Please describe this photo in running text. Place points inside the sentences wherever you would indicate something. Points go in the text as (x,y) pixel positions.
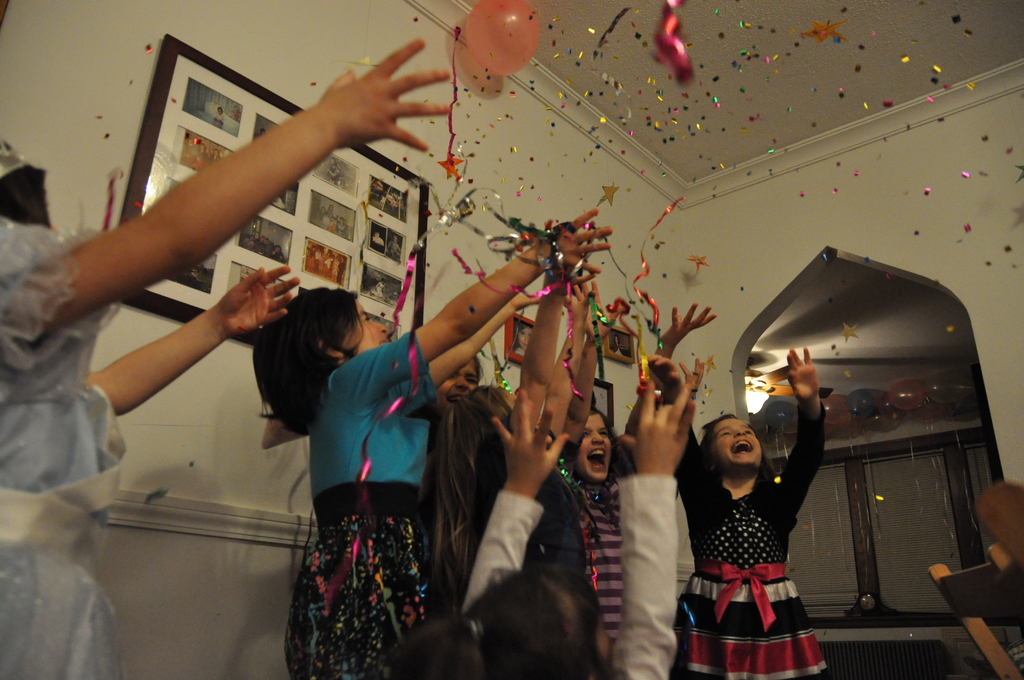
In this image we can see people (712,506) standing. At the top (489,16) there is a balloon (500,36) and we can see confetti (655,246). On the right (966,492) there is a door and we can see frames (402,274) placed on the wall (186,555). There is a cupboard (881,523) and we can see balloons (923,401) placed on the wall (849,422).
